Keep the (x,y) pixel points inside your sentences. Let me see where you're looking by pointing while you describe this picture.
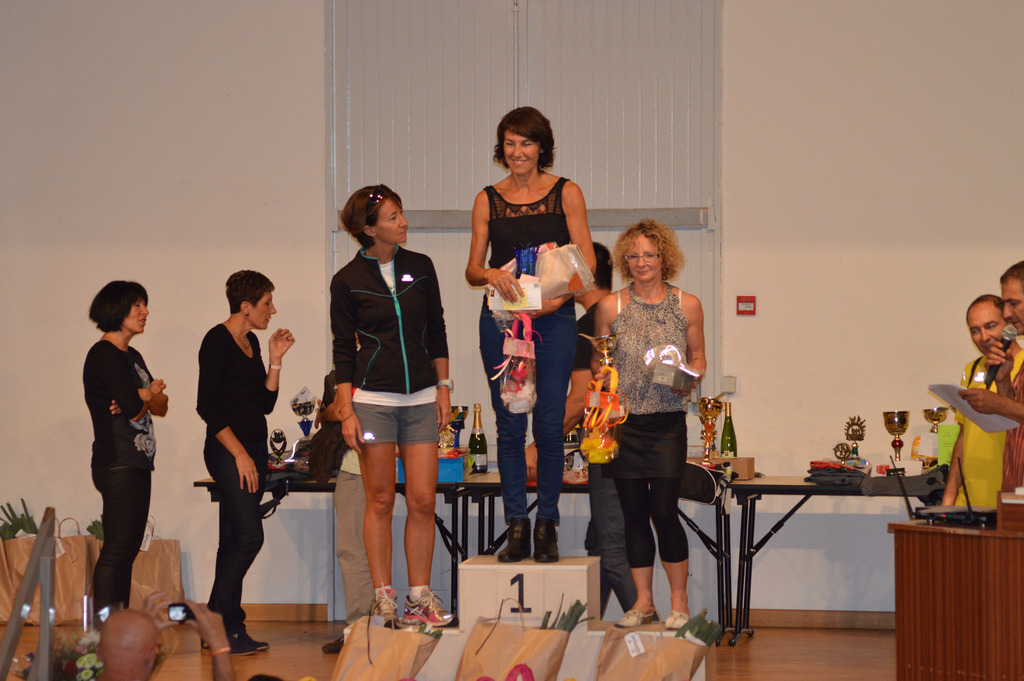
In this image I can see there are few persons (355,526) visible and at the bottom (210,630) I can see a person (139,667) taking the picture with mobile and I can see there are three woman (410,494) standing on boxes (511,609) and the boxes (558,599) visible at the bottom (550,577). and on the right side (1006,405) I can see a person (1010,348) holding a mike (988,381) and paper (954,402) and standing in front of the table (935,520) and I can see a another table (803,489), on the table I can see objects (845,468) kept on it and I can see the white color wall (865,89) at the top (865,89).
